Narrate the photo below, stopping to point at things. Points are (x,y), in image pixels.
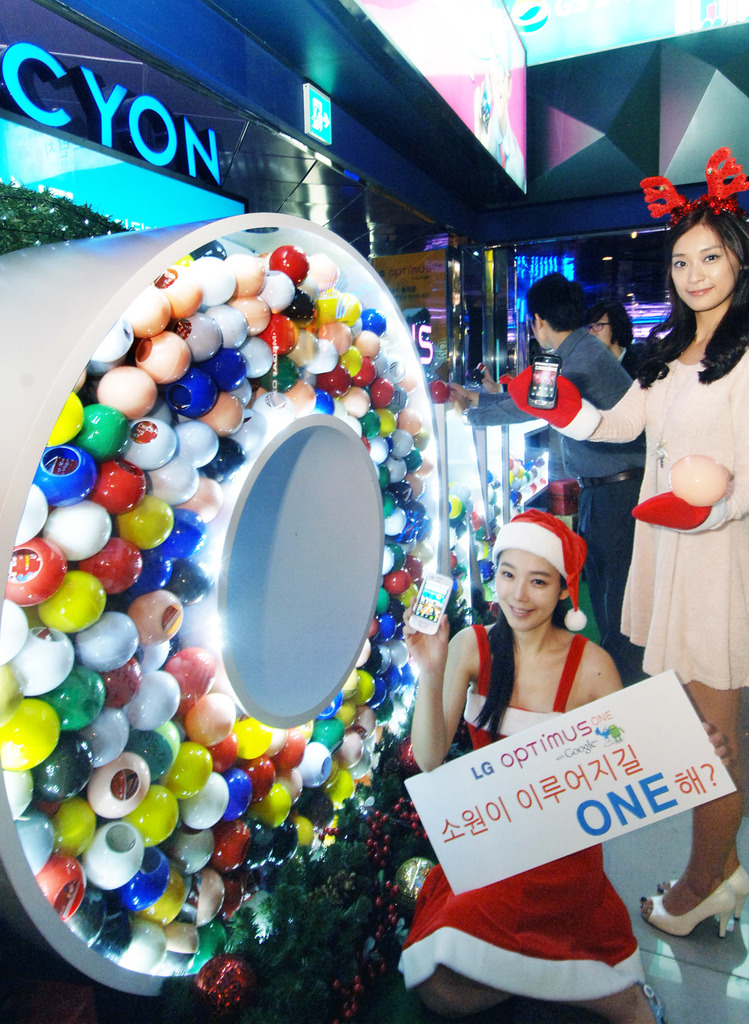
In this image, there are a few people (565,705). We can see the ground (635,916). We can also see some decorative objects (415,494). We can see some boards (554,39) with text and images (509,145). We can also see a signboard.
